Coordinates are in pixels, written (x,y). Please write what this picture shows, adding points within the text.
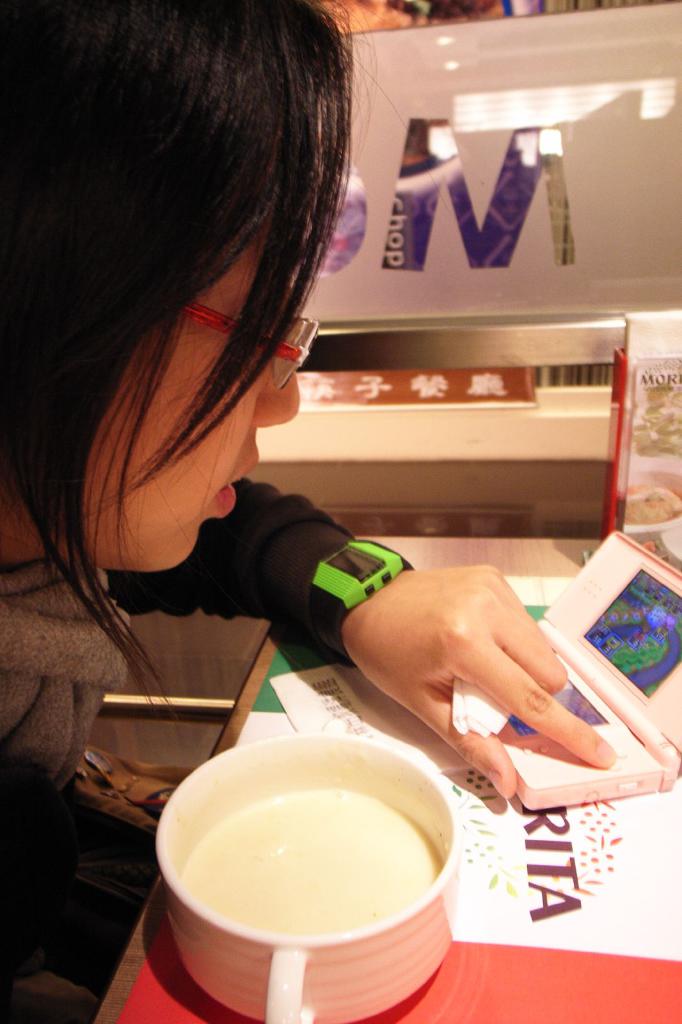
In this image in the left (129,405) a lady (123,589) is sitting. In front of her on a table (584,544) there is a game console (588,801), a cup of soup (243,937). The lady (446,719) is using the game console (591,723). In the background (581,553) there is board (535,260) and table (576,437). The lady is wearing glasses (297,357) and green watch (361,570).
